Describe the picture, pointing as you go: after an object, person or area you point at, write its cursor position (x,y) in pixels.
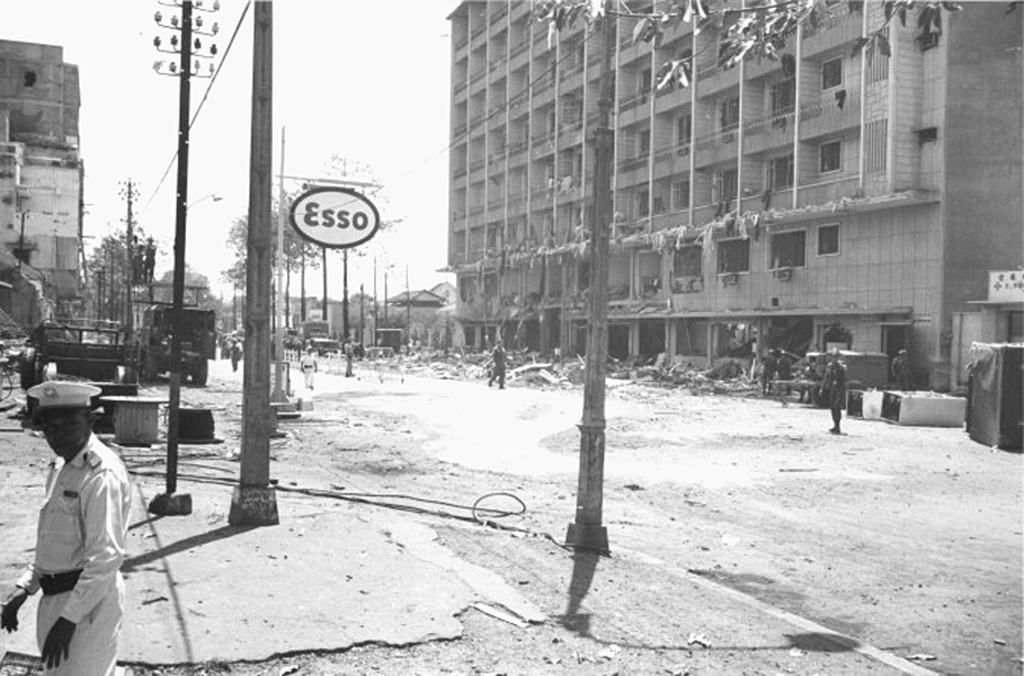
In this picture I can observe a building (641,253) on the right side (808,176). In front of the building (765,80) there are some people (503,369) walking on the road (740,401). I can observe some poles (183,215) on the left side (260,421). In the background (274,196) there is sky (154,83). This is a black and white image.
